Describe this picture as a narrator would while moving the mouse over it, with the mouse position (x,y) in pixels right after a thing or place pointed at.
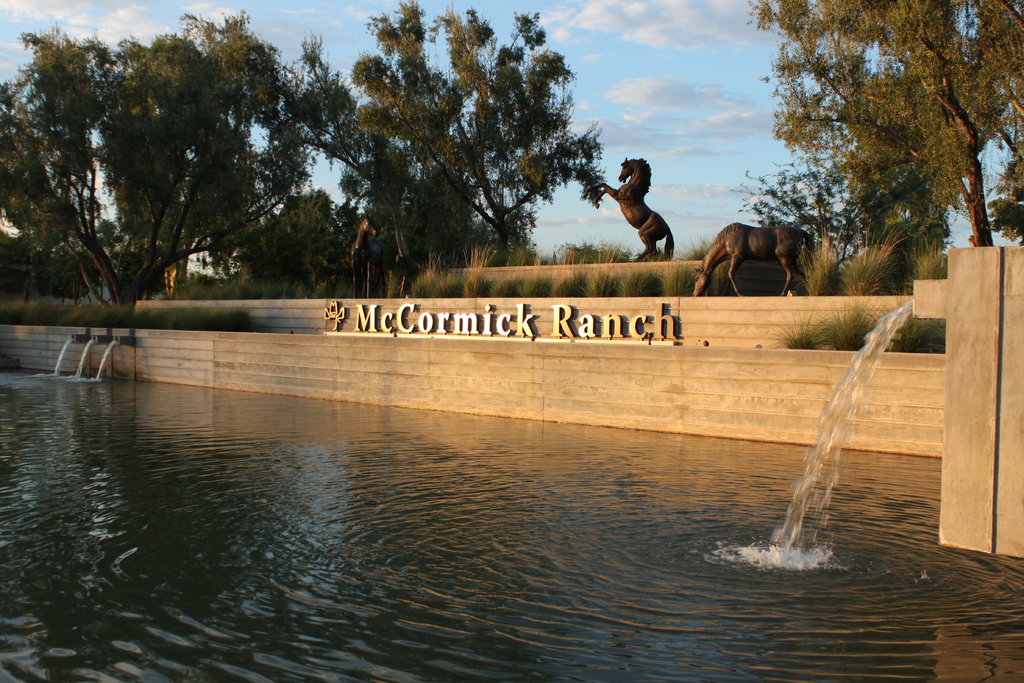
In this image we can see trees (550,171), here is the grass (874,261), here is the water (446,479), here is the horse sculpture (587,190), at above the sky (653,88) is in blue color.
